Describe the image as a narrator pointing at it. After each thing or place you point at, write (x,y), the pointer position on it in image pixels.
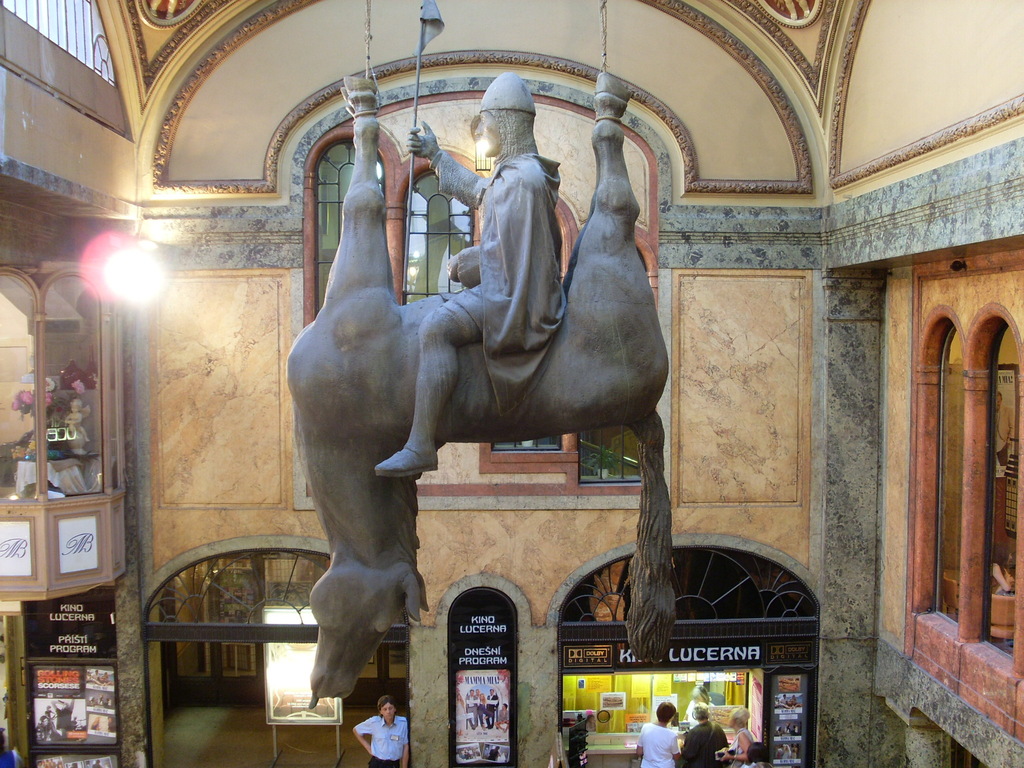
In the middle (343,484) it is statue (585,377) of a horse (588,389) in reverse shape and a man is sitting on it. At the bottom (600,692) there is a store (648,697) few people (677,745) are standing near it. On the left side (86,249) there is a light (111,283).
